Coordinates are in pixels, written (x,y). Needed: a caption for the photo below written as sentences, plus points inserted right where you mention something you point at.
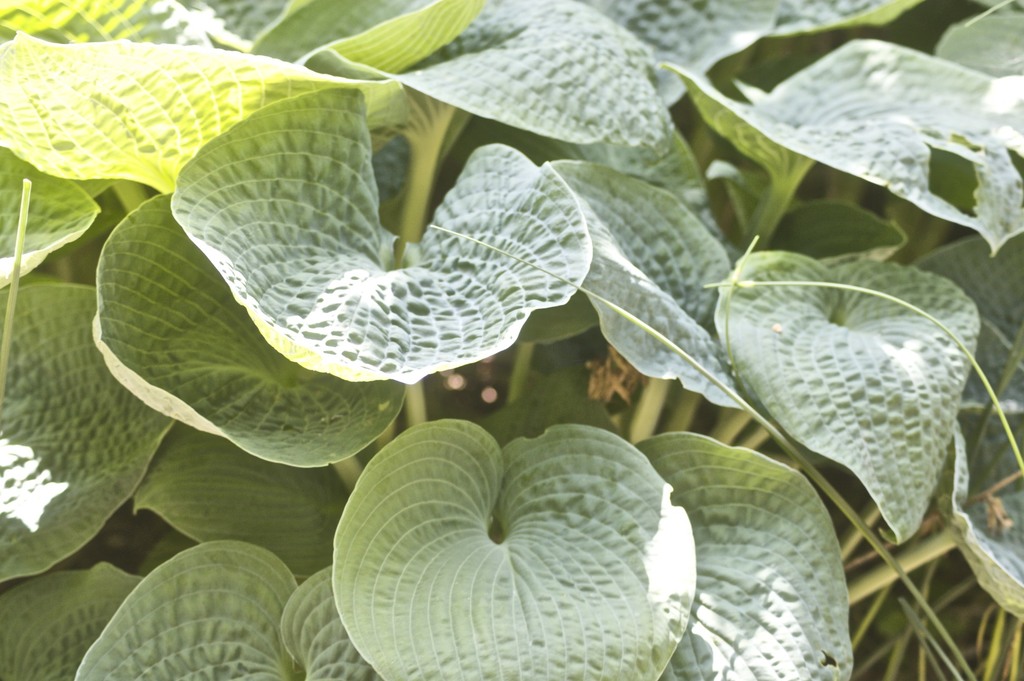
In this image I can see many leaves (1,505) in green color.
